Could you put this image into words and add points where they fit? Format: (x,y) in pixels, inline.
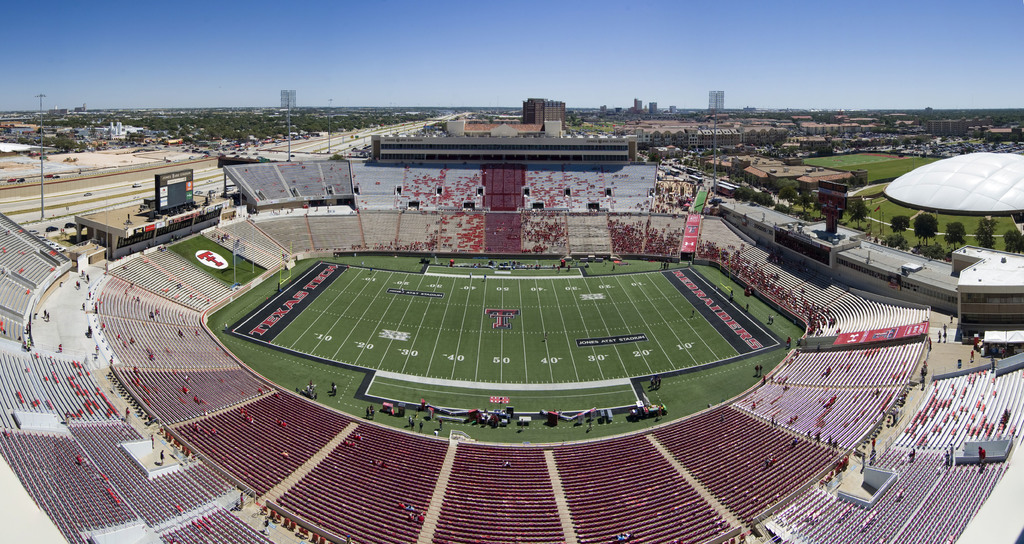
In the background (750,69) we can see the sky (497,24), buildings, trees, poles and lights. In this picture we can see trees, vehicles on the road (87,172), grass (868,179). On the right side (975,169) we can see an architecture (999,182) in white color. This picture is mainly highlighted with a stadium (616,160). We can see people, stairs (841,296) and banners (858,337).
